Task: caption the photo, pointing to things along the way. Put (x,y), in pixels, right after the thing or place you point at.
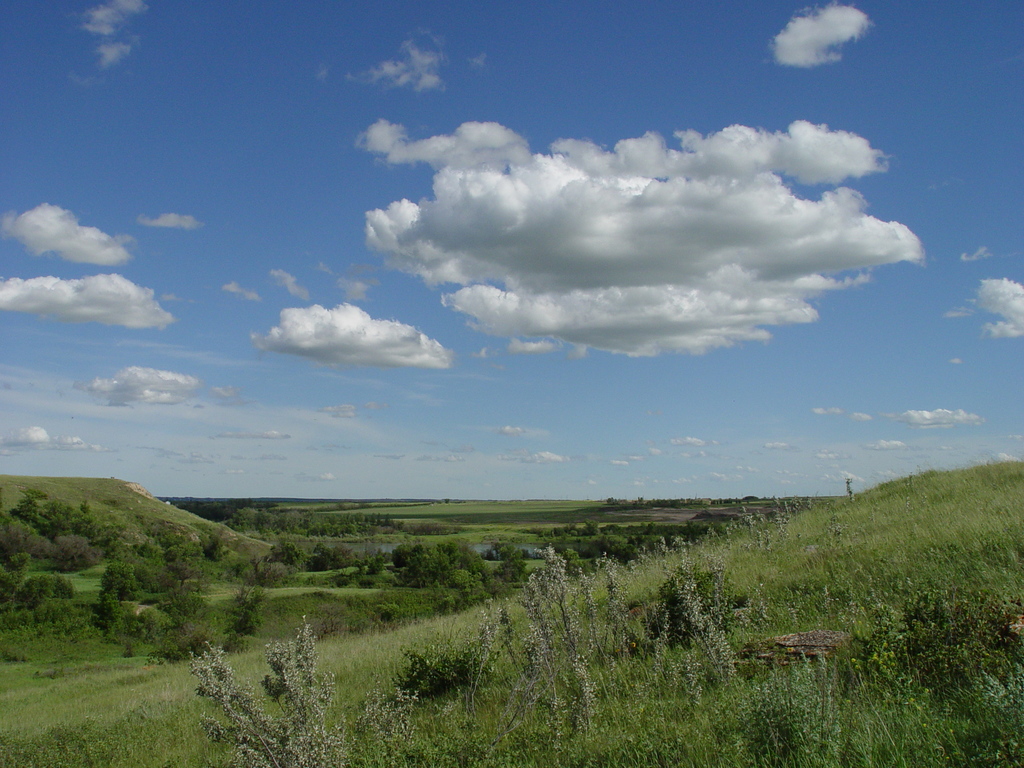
In this picture there is an empty grassland (269,542) where there are trees (5,574) all over the place and the sky (570,431) is beautiful to view.
